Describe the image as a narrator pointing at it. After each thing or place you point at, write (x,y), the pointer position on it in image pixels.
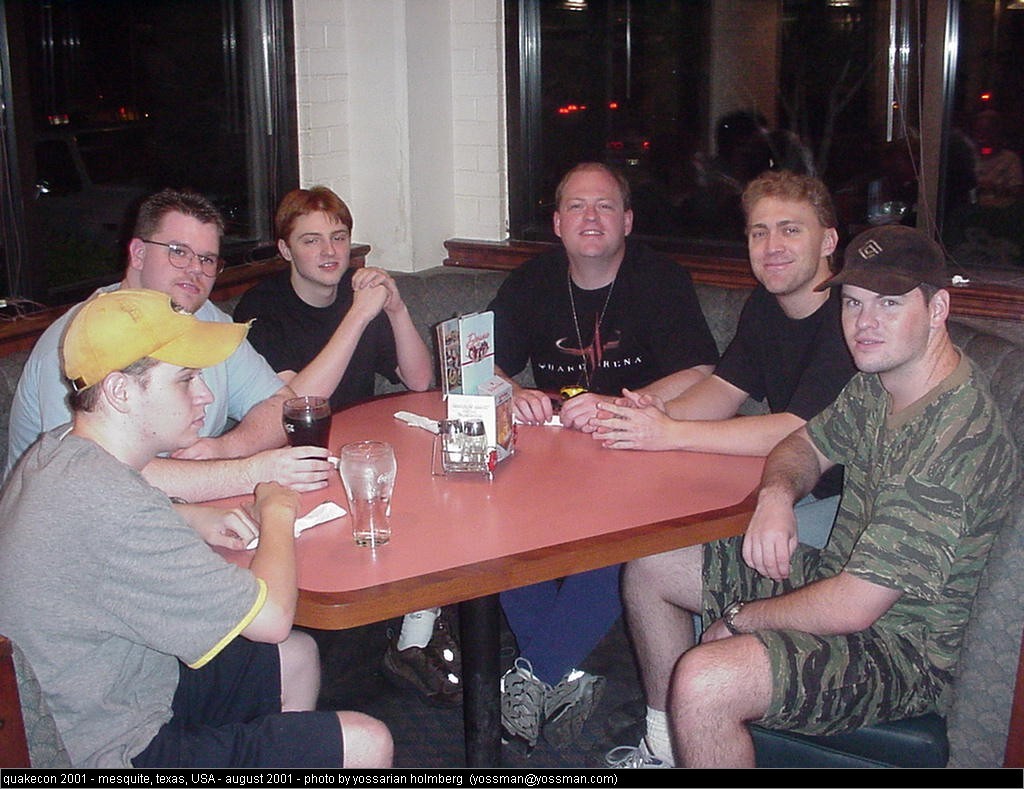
There are group of persons (923,475) in this image sitting on the couch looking at the camera side at the left side of the image (199,384) there is a person (163,374) wearing a yellow cap (117,308) and behind him there is a guy (257,434) who is holding a glass (313,396) and there are different type of glasses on the table (410,432) and at the left side (218,95) there is a window (277,161) and at the right side (711,71) there is also a window (656,138).
